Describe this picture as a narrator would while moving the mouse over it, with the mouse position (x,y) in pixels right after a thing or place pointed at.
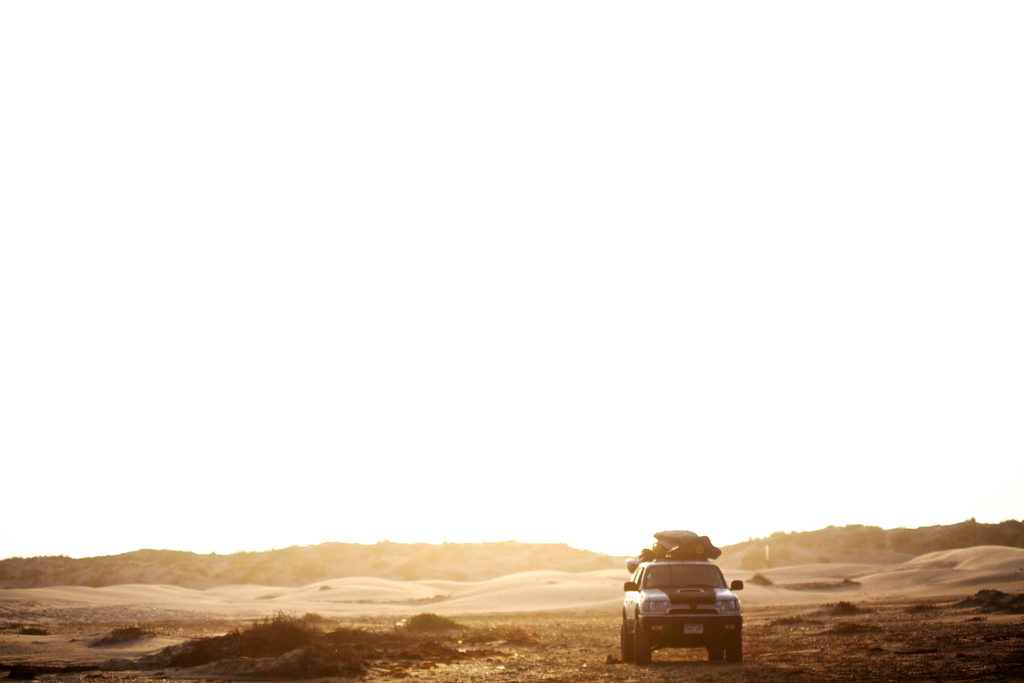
At the bottom of the image (583,589) we can see vehicle (676,621), sand (919,618), grass (421,638) and trees (900,543). In the background (556,366) there is sky (186,352).
